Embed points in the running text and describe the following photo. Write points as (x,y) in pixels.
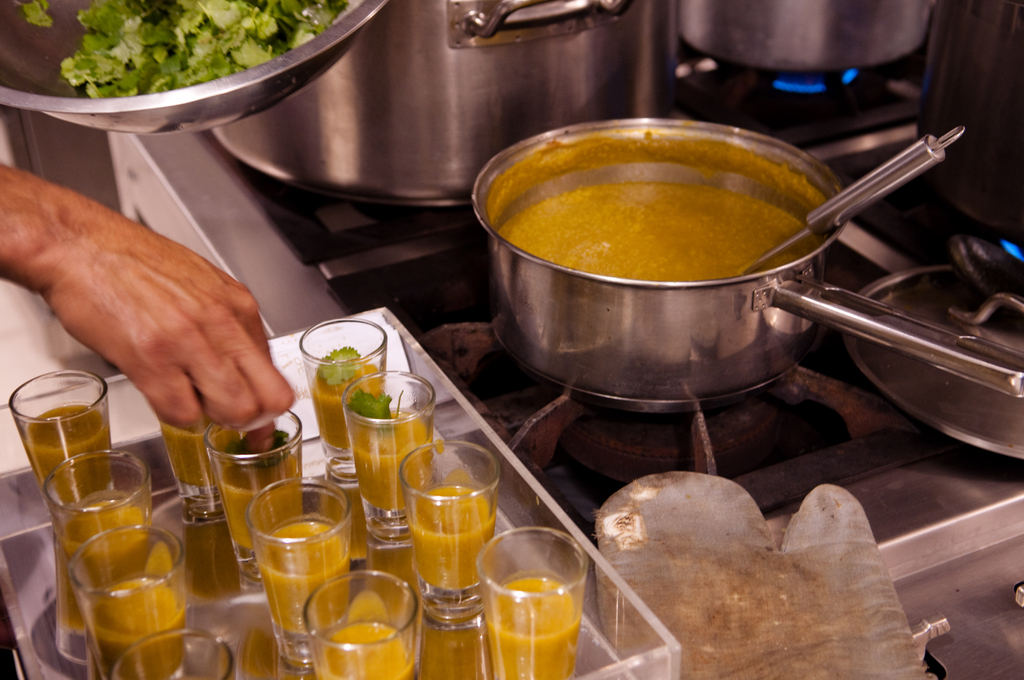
In this picture I can see few glasses (185,444) in front (451,548) and they're on a tray (436,413) and aside to this tray (600,559) I see a glove (724,534). In this middle of this picture (343,281) I see a gas stove (729,95), on which there are few utensils (758,50) and on the left side of this image (14,191) I see a person's hand (93,211) and on the top of the hand (211,357) I see a utensil (42,45) in which there are coriander leaves (119,29).
